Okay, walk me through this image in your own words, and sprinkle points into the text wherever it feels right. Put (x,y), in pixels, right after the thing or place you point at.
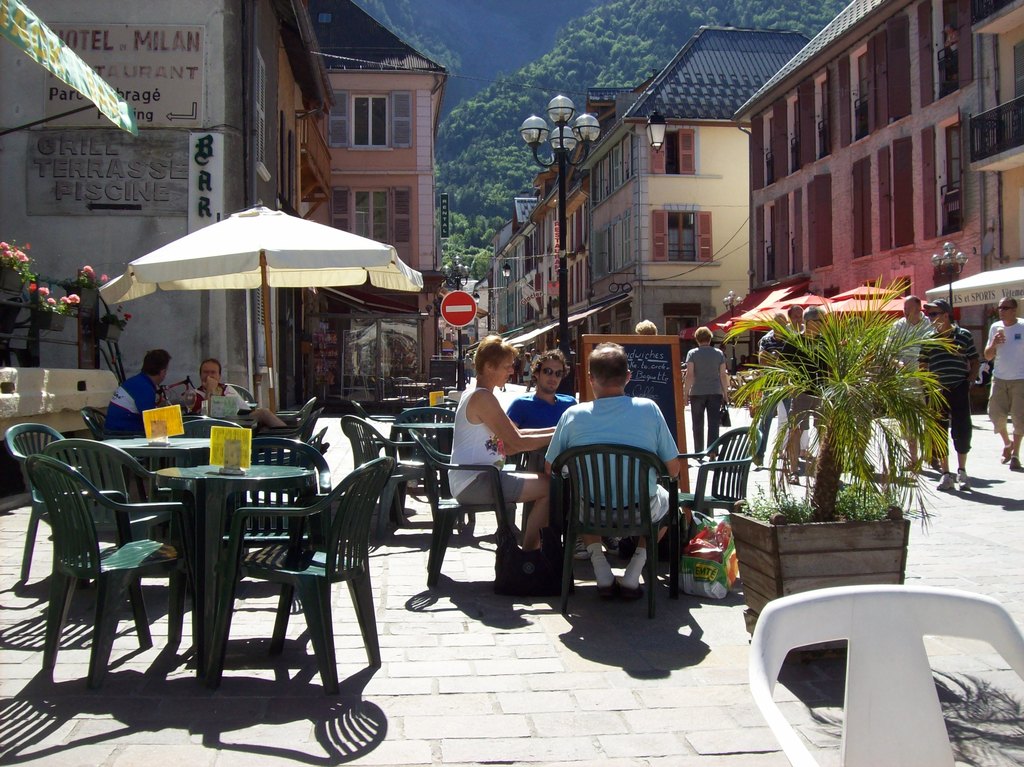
This is a picture of a street (662,619) where we can see some buildings (592,211) around and the pillar (535,120) in between the street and to the left side (164,560) we can see some chairs (165,534) and tables (220,531) on which the people (518,421) are sitting and also some plants (827,348) and people (1011,356) walking around them.
